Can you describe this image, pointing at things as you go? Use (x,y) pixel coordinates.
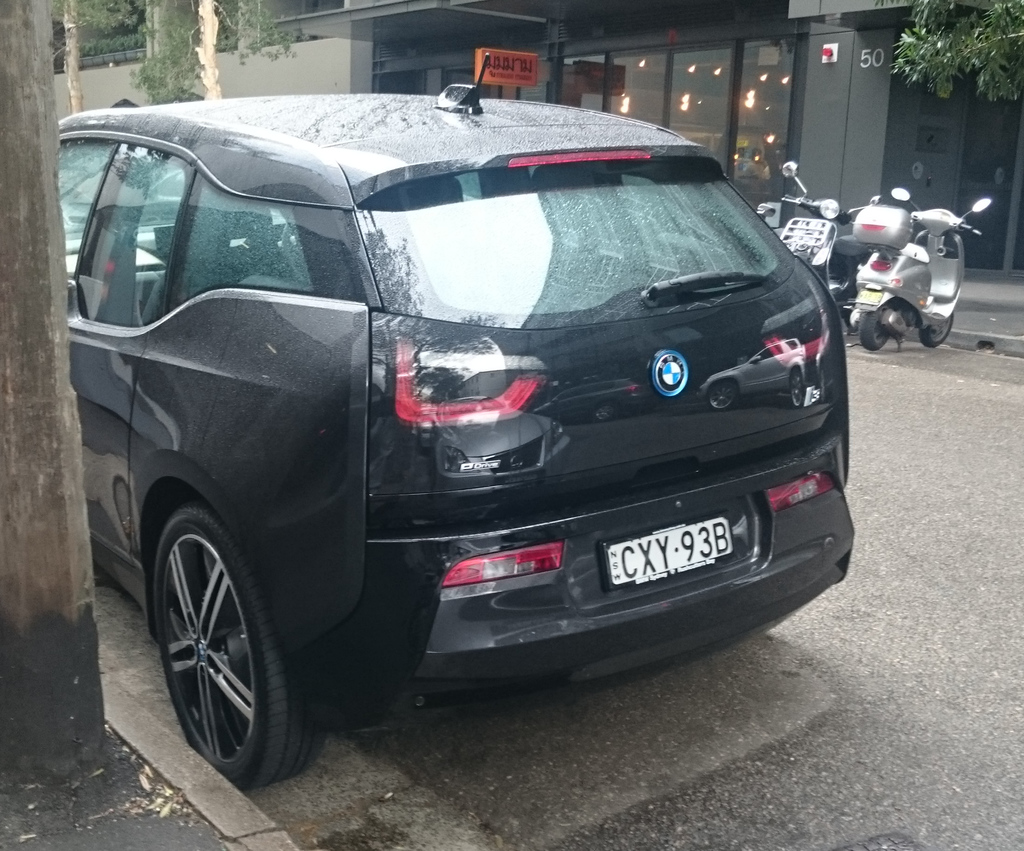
In the image we can see there are vehicles (383,245) on the road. Here we can see trees (955,31), lights (624,101) and it looks like the building (859,121).
